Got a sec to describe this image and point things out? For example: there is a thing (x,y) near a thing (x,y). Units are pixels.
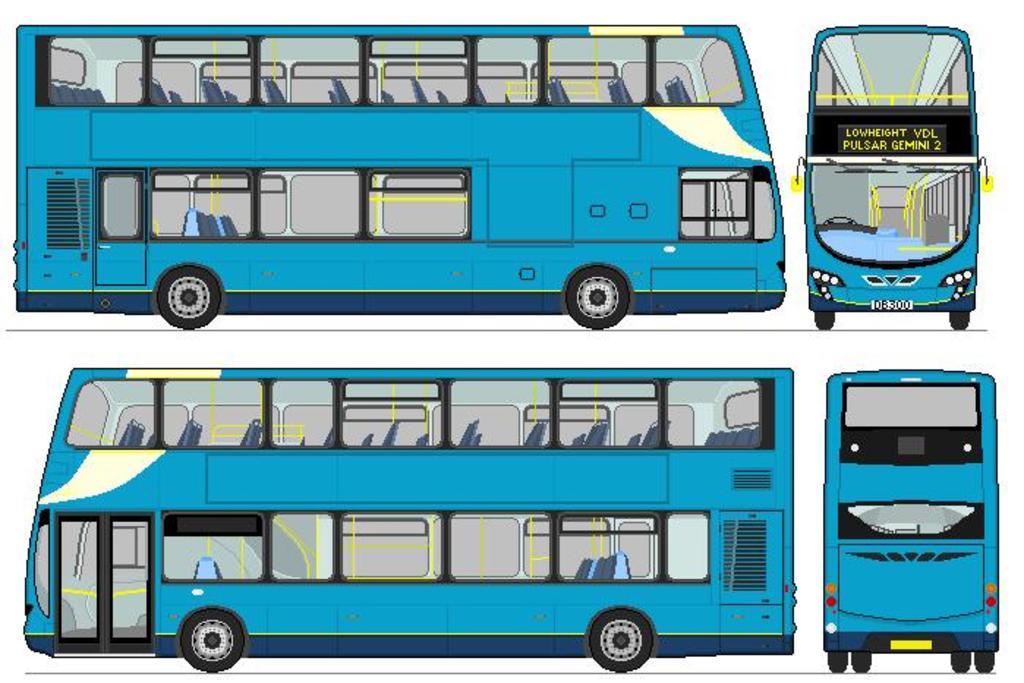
In the image there is a anime picture of a bus (693,261) in different angles.
